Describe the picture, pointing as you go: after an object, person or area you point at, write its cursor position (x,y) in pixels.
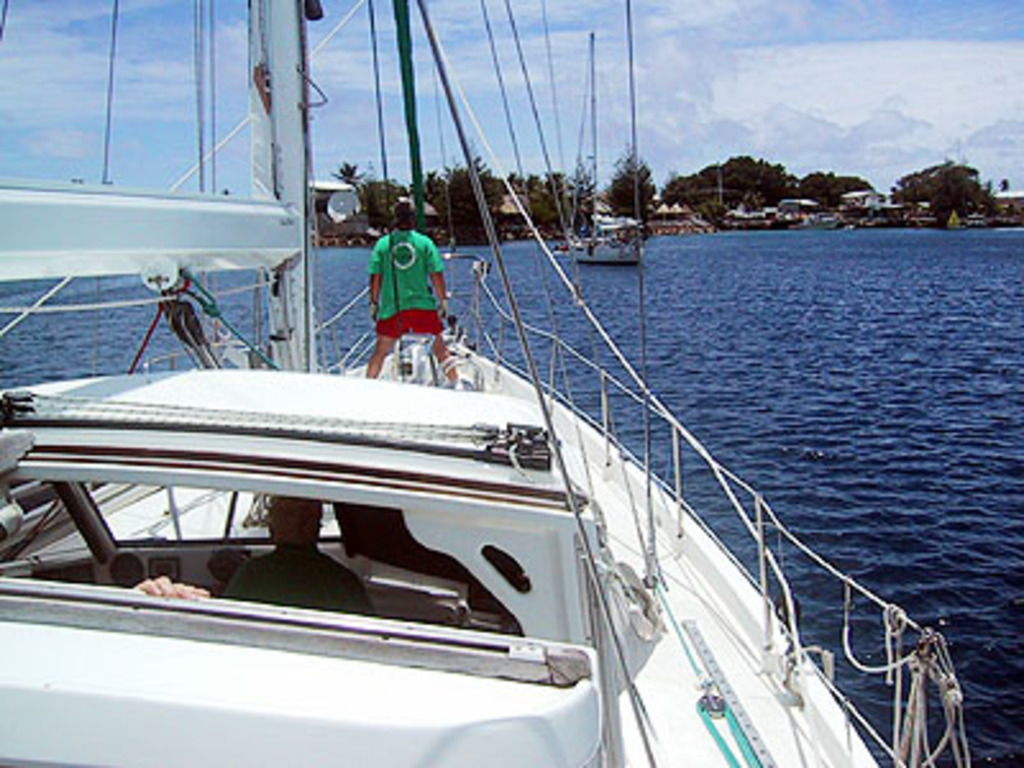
In the image in the center (357,397), we can see one boat (503,518). On the boat (492,527), we can see two persons (388,320). In the background (460,251), we can see the sky (808,22), clouds (849,125), trees (944,216), buildings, water (628,287) and one boat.
